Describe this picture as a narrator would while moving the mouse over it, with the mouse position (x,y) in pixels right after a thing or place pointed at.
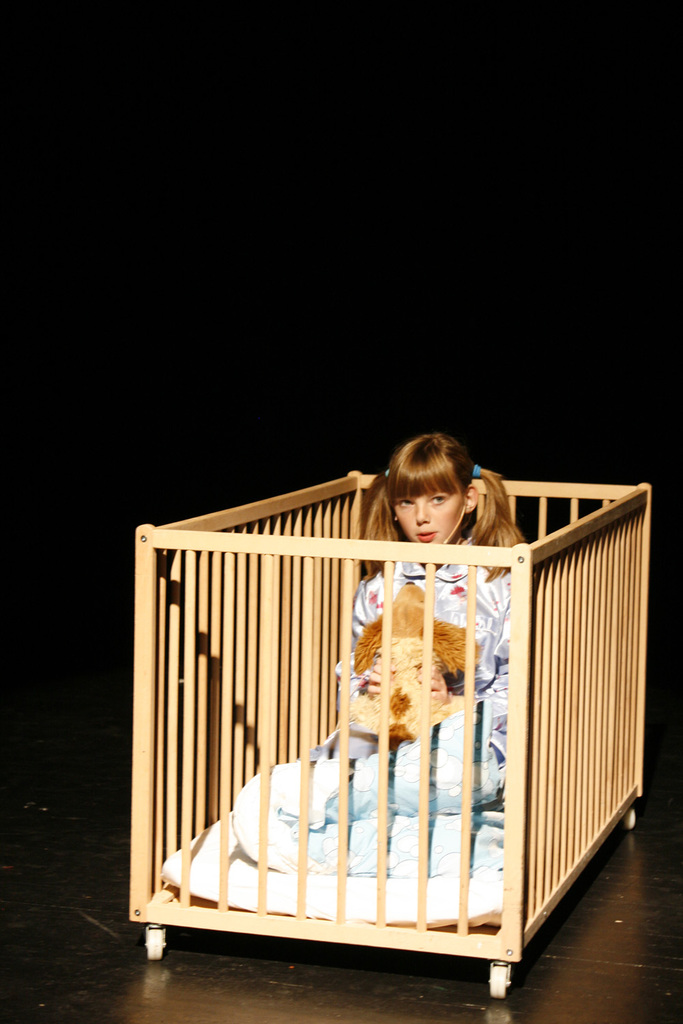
In the center of this picture (441,588) we can see a girl (451,588) holding a soft toy (413,703) and sitting in a wooden object (610,524) seems to be a cradle (223,819) and we can see some objects (326,815) in the cradle (343,866). The background of the image (587,158) is very dark.
